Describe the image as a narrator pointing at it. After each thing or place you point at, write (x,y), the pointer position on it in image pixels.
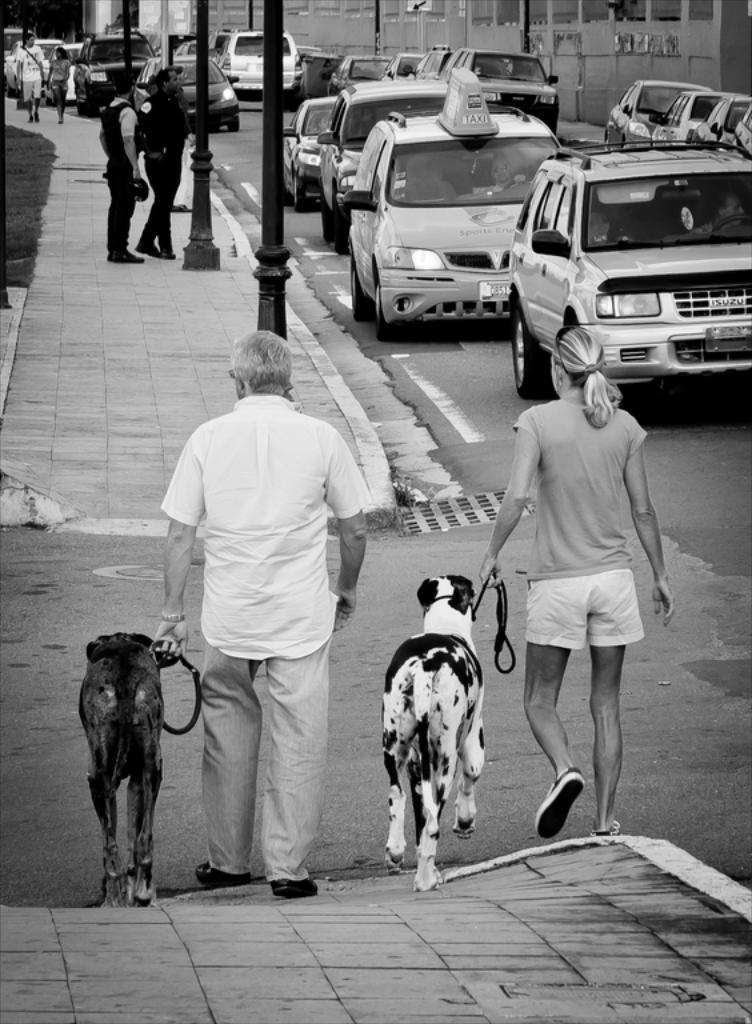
In the image we can see there are people (330,501) who are walking by holding their dogs (111,753) in their hand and there are other people (150,116) standing on the road (17,807) on the footpath (120,273) and it's a black and white image.
